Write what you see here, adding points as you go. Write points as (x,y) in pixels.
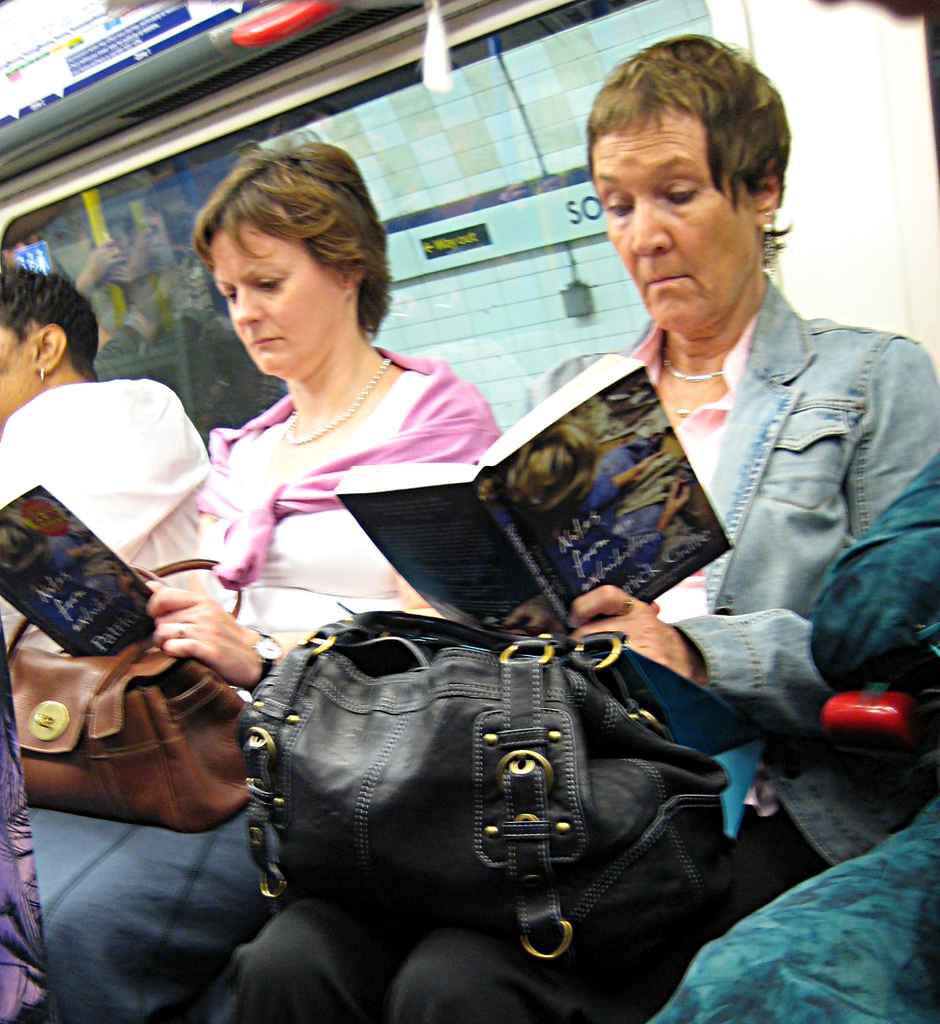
In this image there are group of persons (49,439) sitting. The woman (728,466) at the center (476,533) is holding a book (518,532) in hand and a purse (510,751) is kept on her lap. A woman (278,574) at the left side (226,566) is also holding a book (93,569) in her hand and is holding a brown colour purse (113,724) on her lap (147,830). In the background (256,131) there is a glass (398,165) with the reflections (174,272) of the building (467,229) and other persons (168,289).
